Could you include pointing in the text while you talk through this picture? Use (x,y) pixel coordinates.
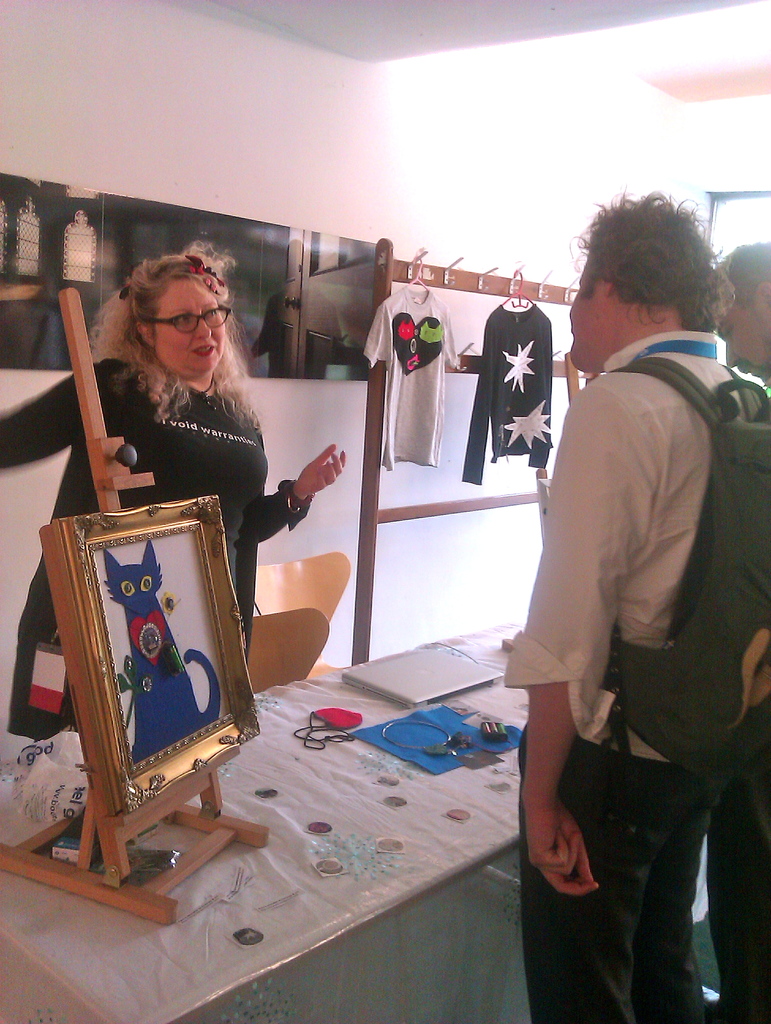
In this picture we can see three persons (550,694) standing on the floor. This is table (417,802). On the table (438,902) there is a frame (155,723). On the background (194,123) there is a wall (186,132). And these are the t shirts (535,380).
